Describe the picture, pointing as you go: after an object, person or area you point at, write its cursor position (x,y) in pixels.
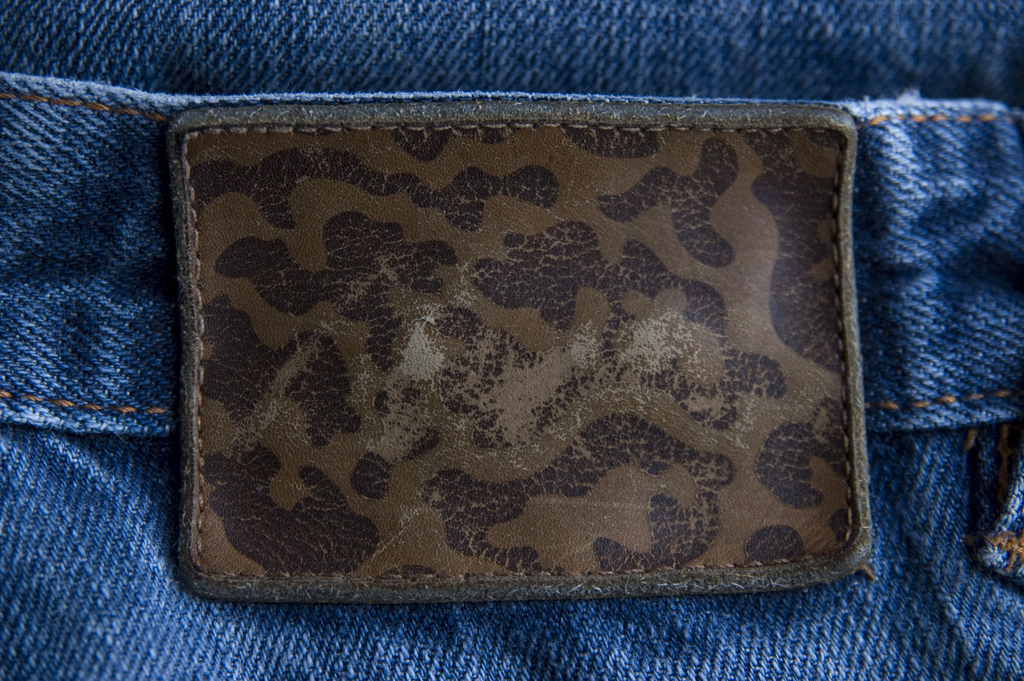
In this image I can see a leather piece (494,369) on a jeans pant (960,290).
